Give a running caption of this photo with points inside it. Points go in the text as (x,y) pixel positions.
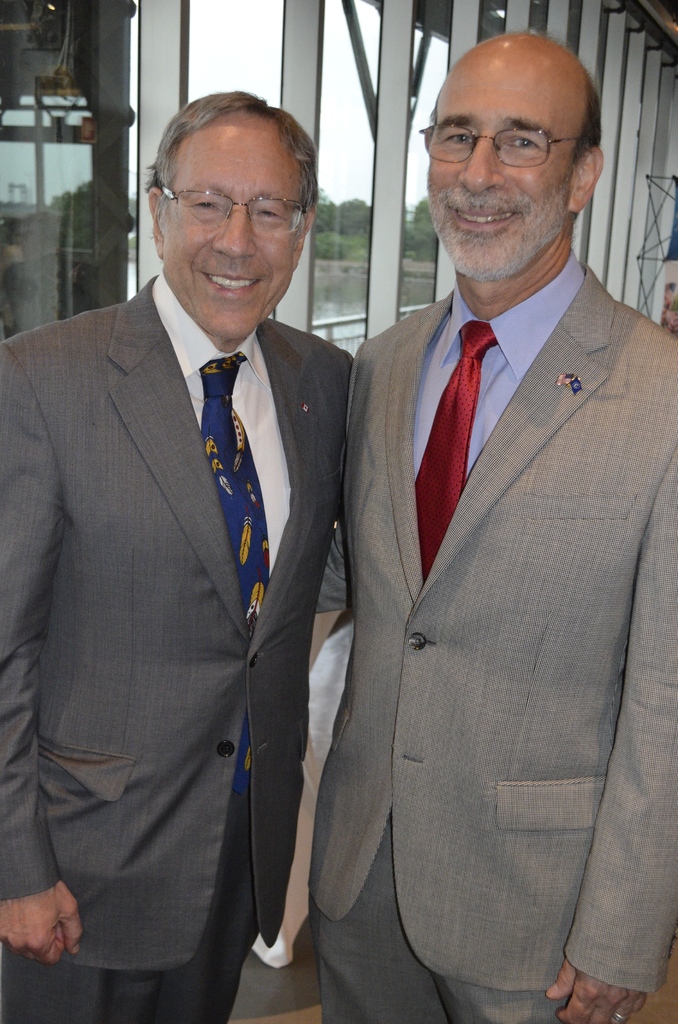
In this image in the front (328,400) there are persons (351,400) standing and smiling. In the background (404,124) there are windows (335,272) and behind the windows (330,246) there are trees (344,249) and there is water (340,306) and there is a railing (339,326).
